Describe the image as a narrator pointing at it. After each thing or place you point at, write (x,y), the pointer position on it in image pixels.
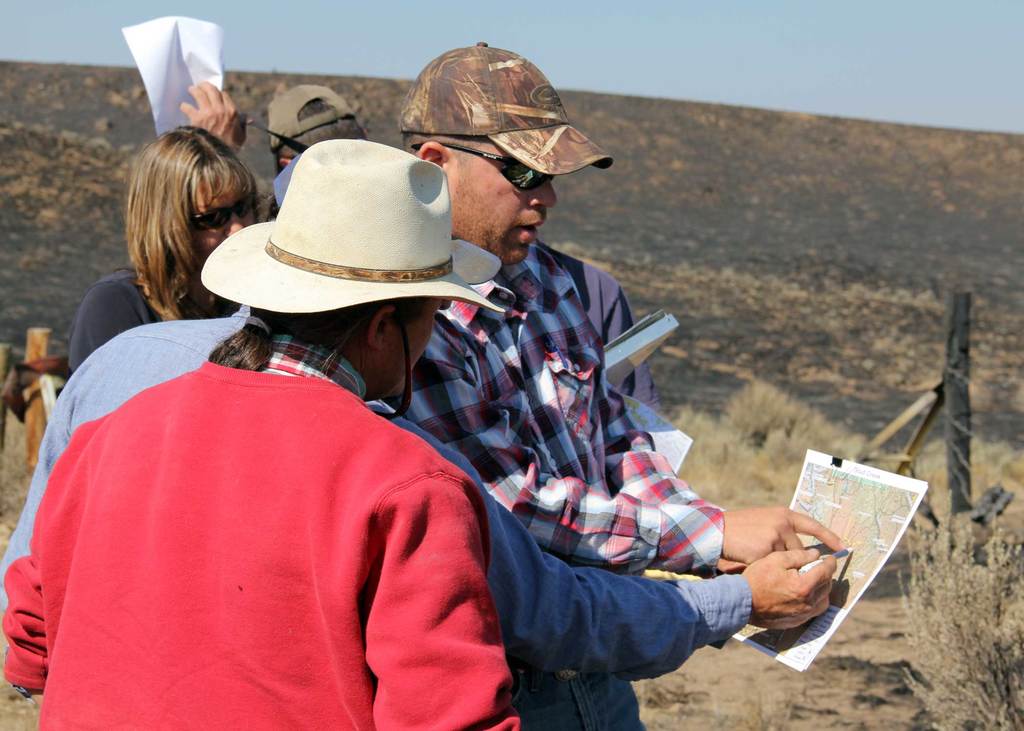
In this image there are few people (241,249) standing. The person (509,193) wearing check shirt (694,509) is holding a paper (876,523). They are pointing at the paper (852,573). In the background (770,249) there are hills (836,414). On the ground (852,422) there are plants (996,467).
